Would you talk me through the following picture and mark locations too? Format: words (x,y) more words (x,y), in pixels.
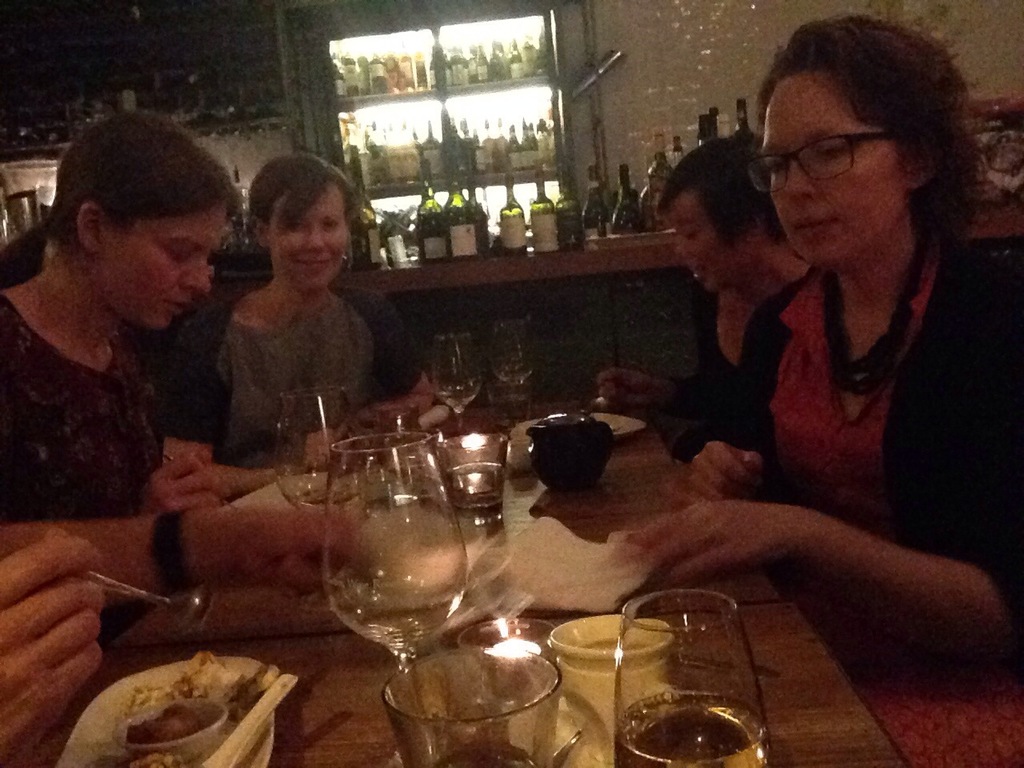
In this image I can see a group of people (292,383) are sitting on a chair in front of a table (339,689). On the table (300,602) we have a couple of glasses (461,587) and other objects (494,557) on it.
